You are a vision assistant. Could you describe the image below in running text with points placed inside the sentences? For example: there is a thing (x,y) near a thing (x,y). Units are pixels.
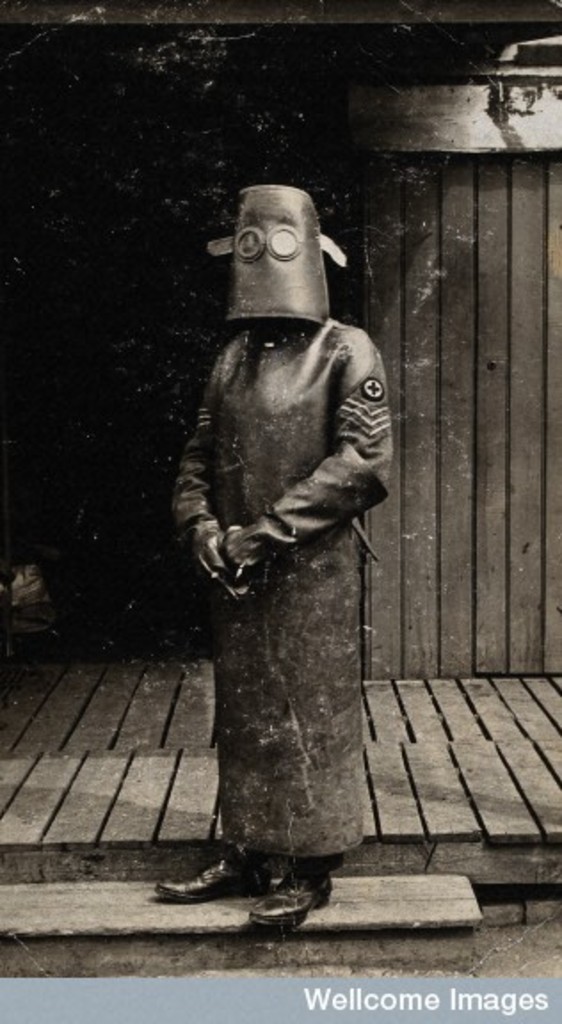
In the image a person (285,480) is standing and wearing long suit (320,697), background (412,184) is with a wooden wall (408,191).
